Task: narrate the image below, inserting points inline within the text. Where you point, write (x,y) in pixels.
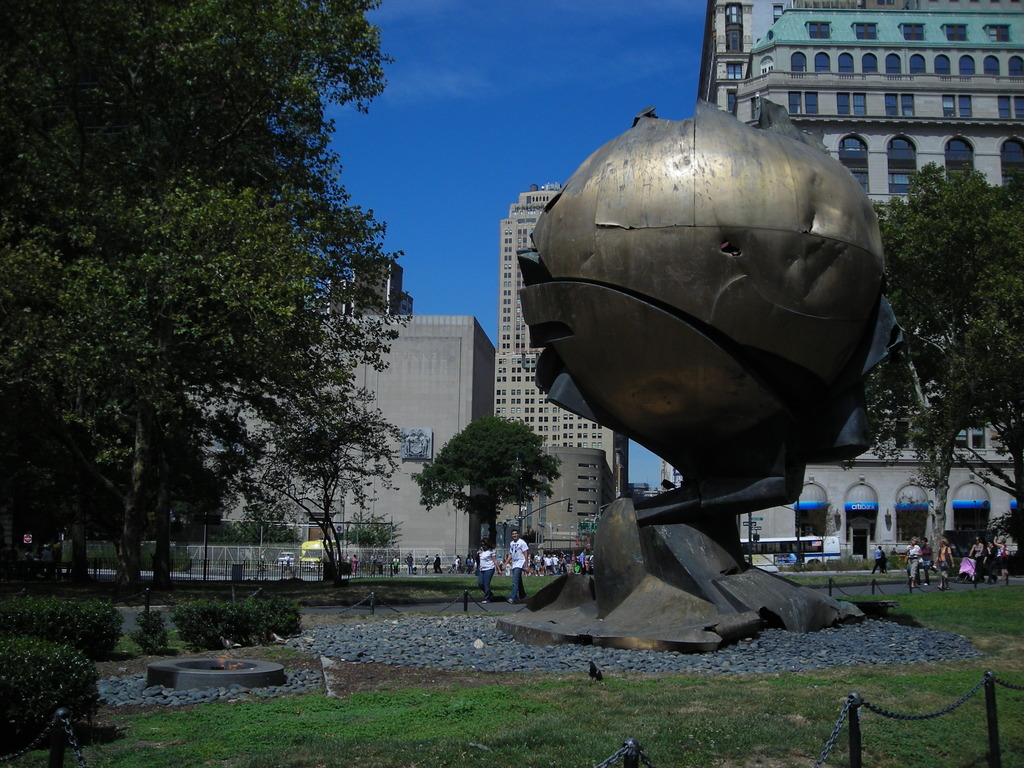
In the background (600,42) we can see the sky (533,53), buildings (988,98), people (884,557), railings (349,573), poles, people (924,549). In this picture we can see the trees (181,496), plants (25,700), pebbles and the fence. This picture is mainly highlighted with a metal circular sculpture (629,644).
